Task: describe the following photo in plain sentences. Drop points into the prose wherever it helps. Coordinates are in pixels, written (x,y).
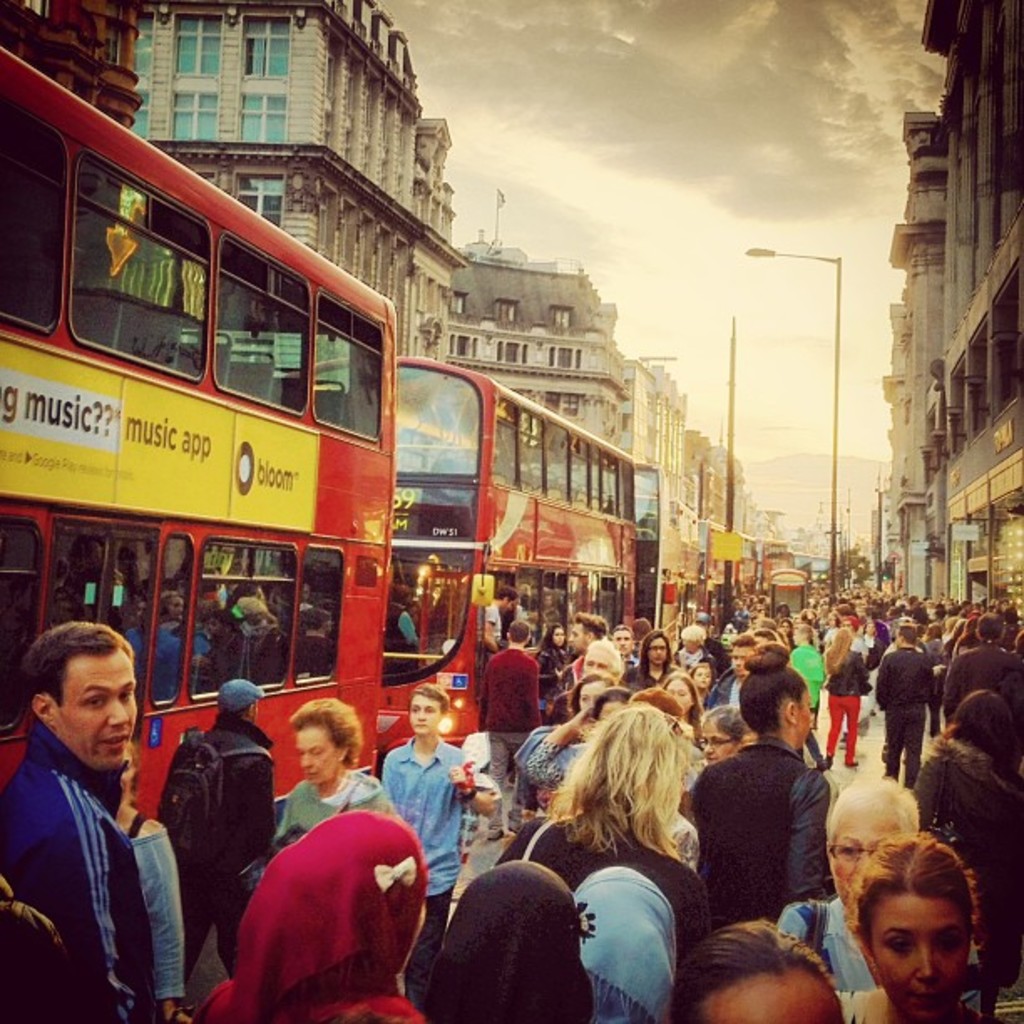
In this image there are crowds of people (911,663), there are buses (467,520), there is a street light (770,253), there are poles (730,509), there are buildings (457,299), there is a sky (756,228).
